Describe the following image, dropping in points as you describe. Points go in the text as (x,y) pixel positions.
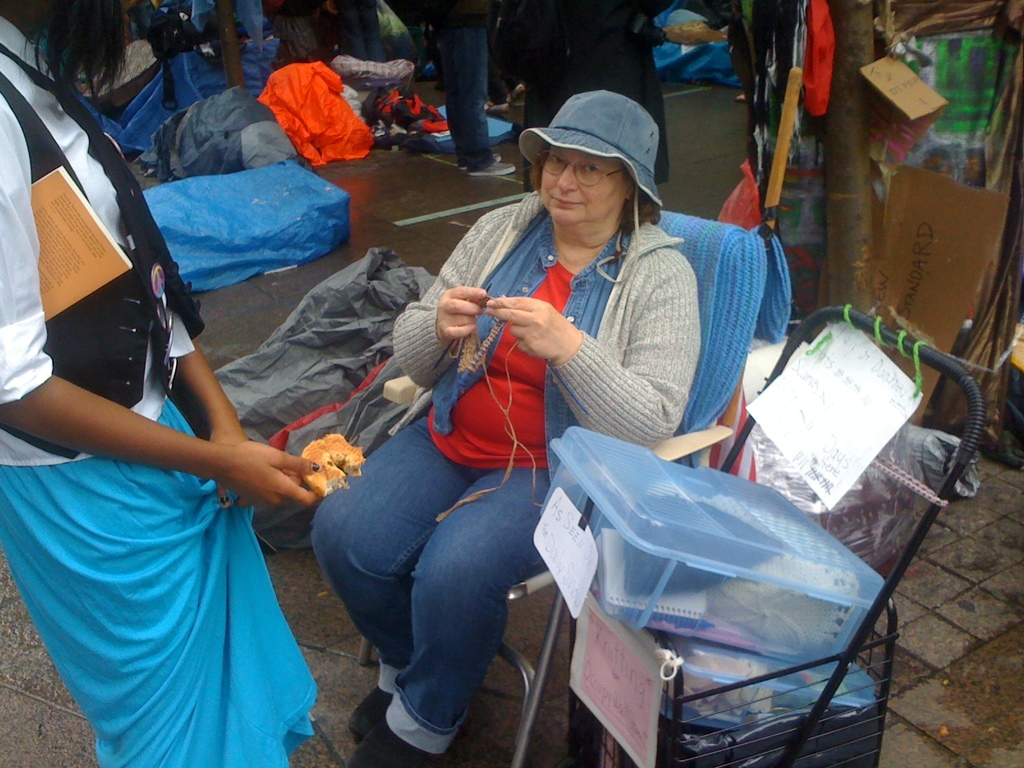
There is a woman (585,277) is sitting on the chair (722,312) and looking at the picture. Beside her bags (385,360) and boxes (672,580) are placed on the ground (411,179). On the left side (116,462) a person (131,419) standing and holding some food item (319,477) in the hand (259,451). In the background (587,44) there are many people (592,28) standing and also I can see few clothes (399,106) and bags (269,112) on the floor (409,199). On the right side (838,105) there is a tree trunk (846,199) and some objects (941,206).
